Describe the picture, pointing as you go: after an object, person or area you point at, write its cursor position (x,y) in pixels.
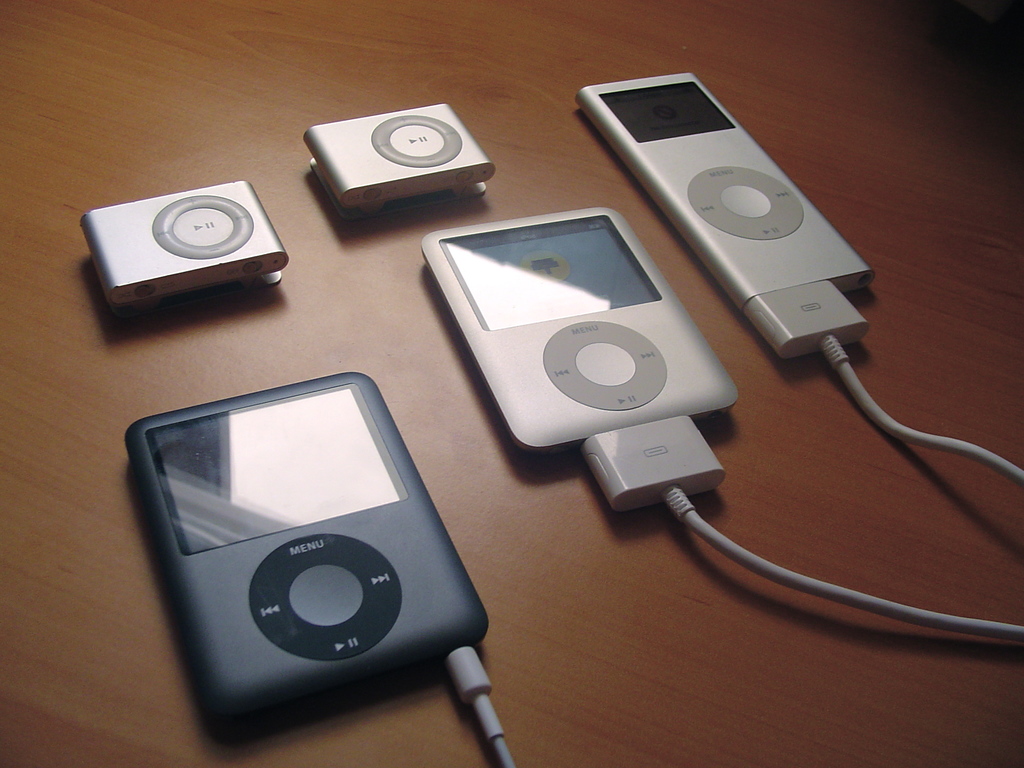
In this image in the center (611,300) there are some electronic devices (499,364) and wires (773,569), at the bottom (512,607) it looks like a table (561,197).
